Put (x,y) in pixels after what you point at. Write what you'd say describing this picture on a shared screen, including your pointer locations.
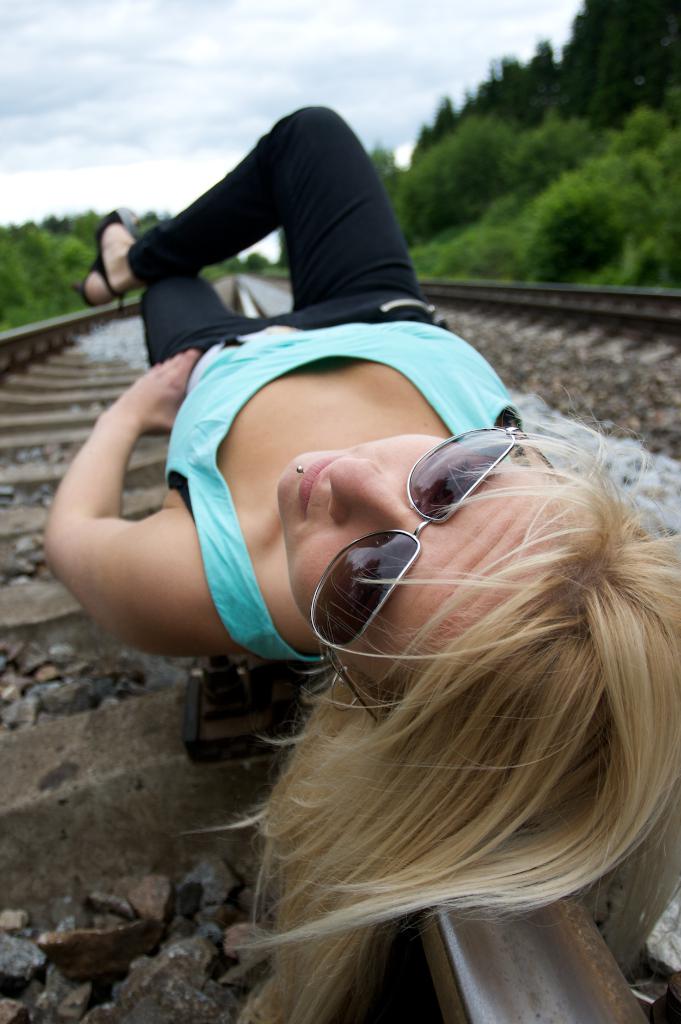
In the center of the image (290,421) there is a lady (183,650) laying on the railway track (110,369). To the both side of the image there are trees (533,230).
